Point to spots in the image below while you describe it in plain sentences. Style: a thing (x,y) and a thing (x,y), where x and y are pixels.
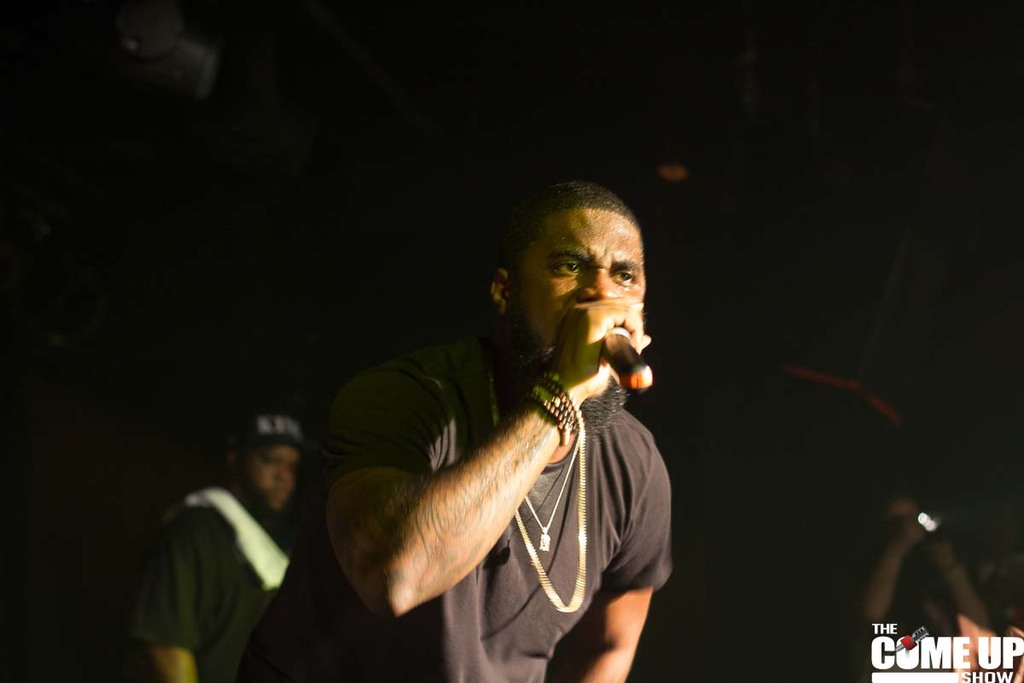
In this image I can see a person (557,417) holding the mic (638,387). In the background (208,584) there is another person (261,433) wearing the cap (261,433).
